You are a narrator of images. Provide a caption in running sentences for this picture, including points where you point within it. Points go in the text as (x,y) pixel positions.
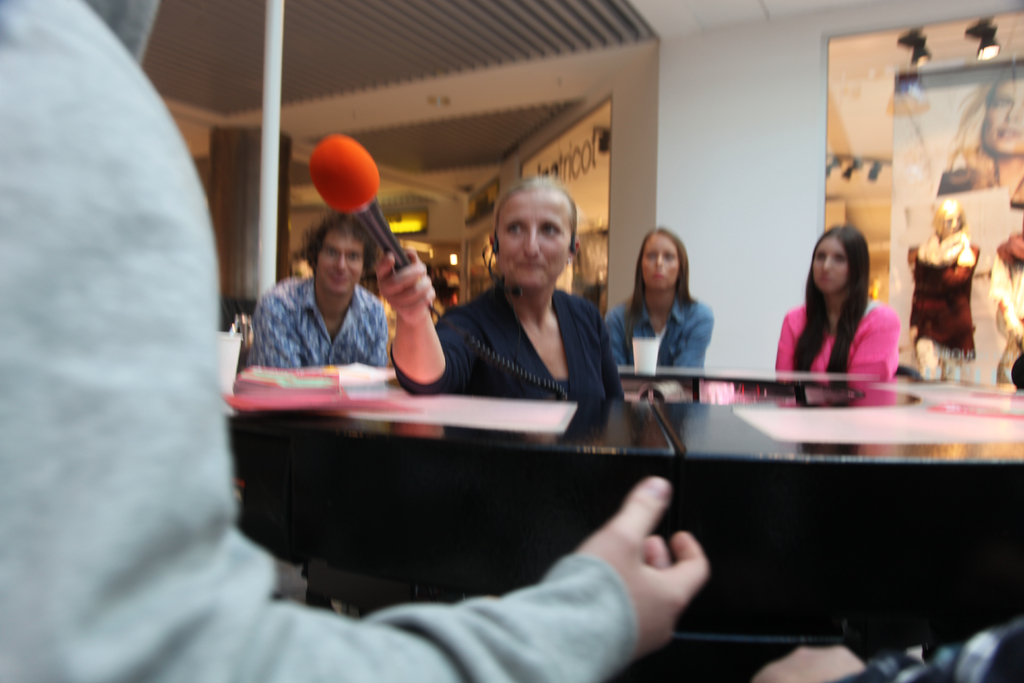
A lady (523,329) with blue jacket (569,336) is sitting and she is wearing a headset (572,256) on her ears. She is holding a mic (345,161) in her hand (411,250) and she is showing to the opposite person (148,221). In the background (318,309) there are two ladies (836,338) and one man (319,300). There is a poster (961,154) to the right side (961,162) top corner. In the background (950,198) there are some stores (590,202).
